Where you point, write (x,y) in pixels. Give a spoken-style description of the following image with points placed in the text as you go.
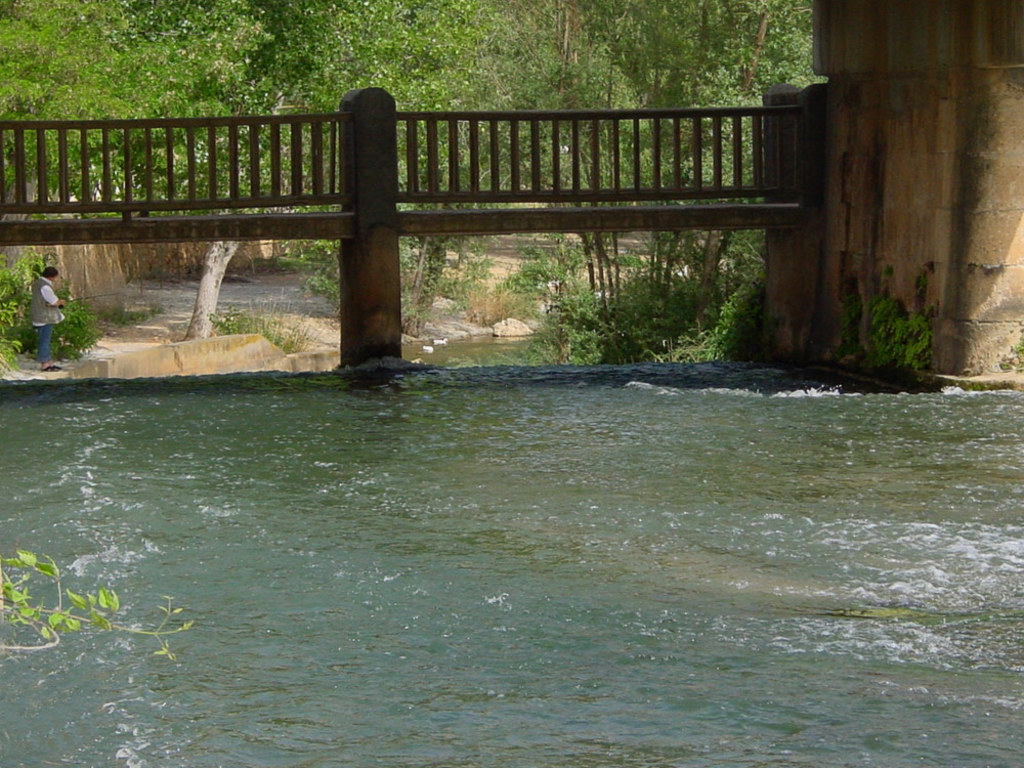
In this image, we can see a canal (510,580). There is a bridge (212,132) in the middle of the image (383,276). There are some trees (635,98) at the top of the image (629,108). There is a person (52,314) on the left side of the image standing and wearing clothes (40,321).
